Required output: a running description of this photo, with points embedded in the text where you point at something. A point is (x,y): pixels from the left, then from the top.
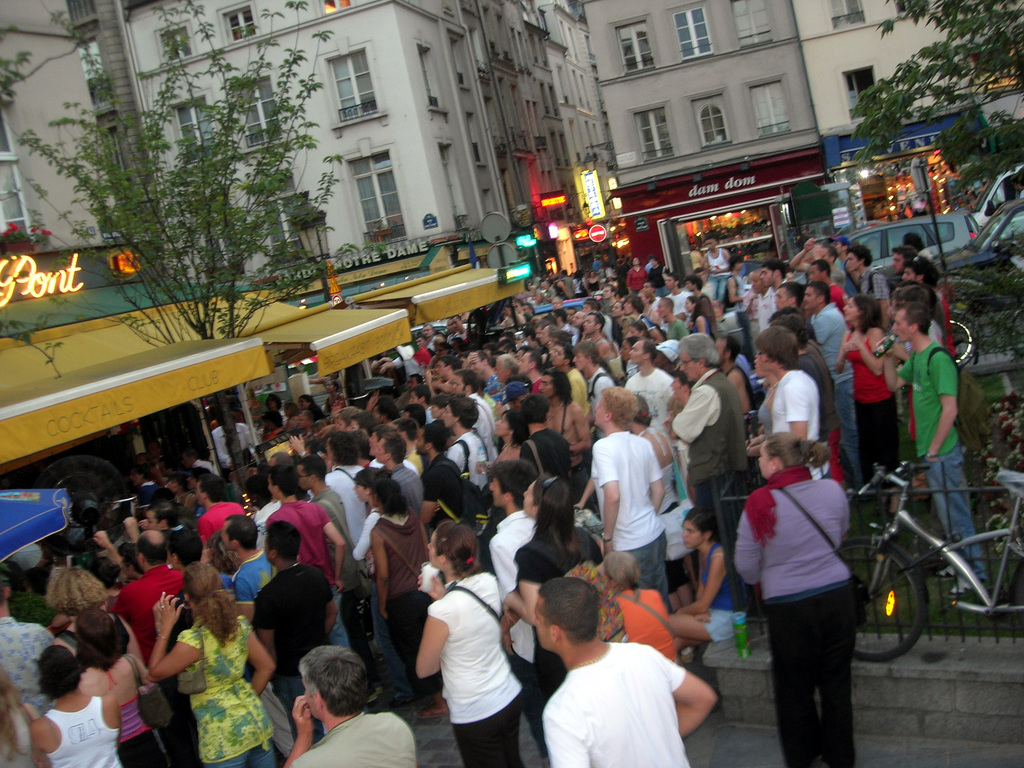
In the foreground (591,508) I can see a crowd (517,552) and vehicles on the road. In the background (68,367) I can see shops (87,367), buildings (340,222), trees (162,218), windows (282,222) and lights (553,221). This image is taken on the road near shops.
